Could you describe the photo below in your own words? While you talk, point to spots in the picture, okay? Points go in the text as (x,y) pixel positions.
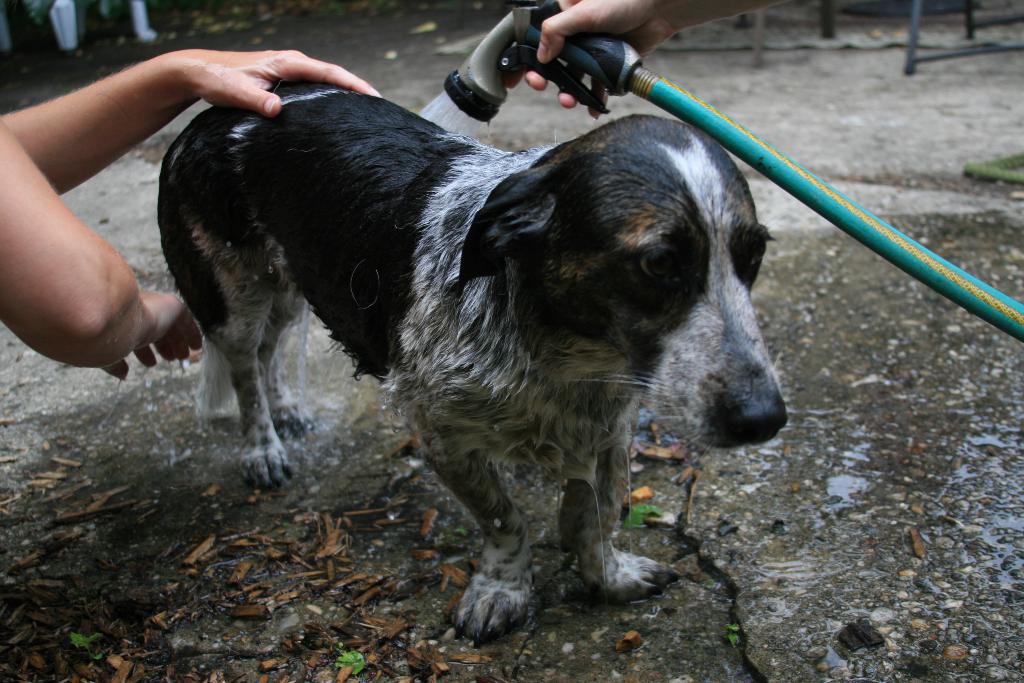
In this image we can see a dog (484,149). To the right side of the image (964,291) we can see a person's hand (646,34) holding a pipe (561,90). To the left side of the image (242,66) we can see a person's hand (145,345) washing dog (167,201). At the bottom of the image (607,605) there is ground (599,637).
